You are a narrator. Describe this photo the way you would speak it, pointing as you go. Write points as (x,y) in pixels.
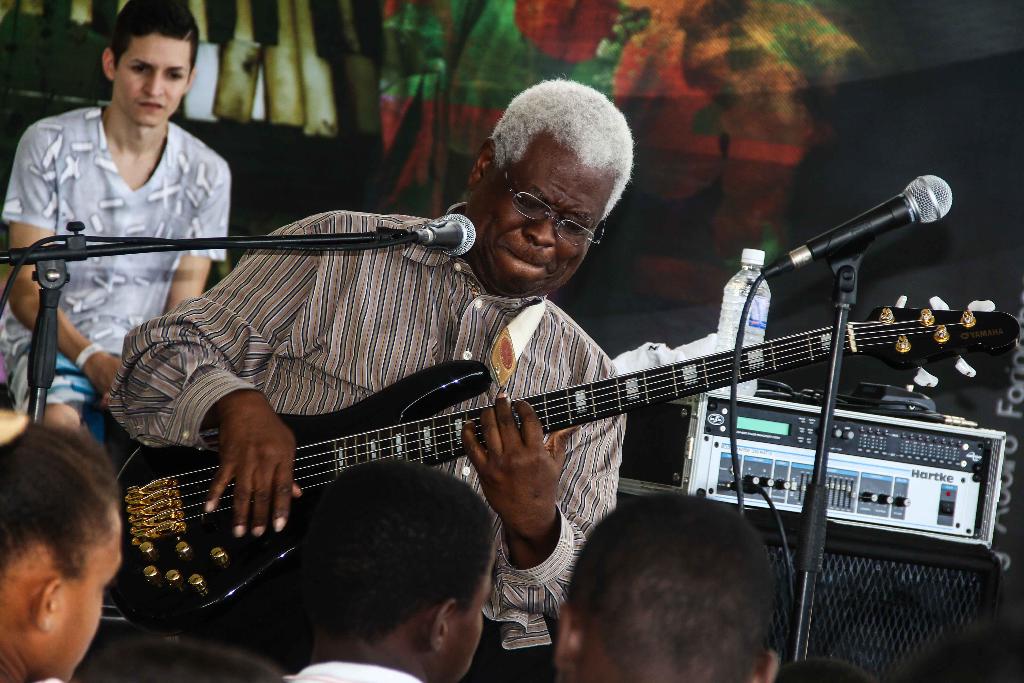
This is the man (357,355) standing and playing guitar (438,416). This is the man (146,167) sitting. These are the mics (444,244) attached to the mike stand (800,632). This looks like an electronic device (907,451). I can see a water bottle (746,395) placed on the device (794,417). I think this is a speaker (899,585), background (745,50) looks colorful. There are three more people (347,560) at the bottom of the image (687,637).
